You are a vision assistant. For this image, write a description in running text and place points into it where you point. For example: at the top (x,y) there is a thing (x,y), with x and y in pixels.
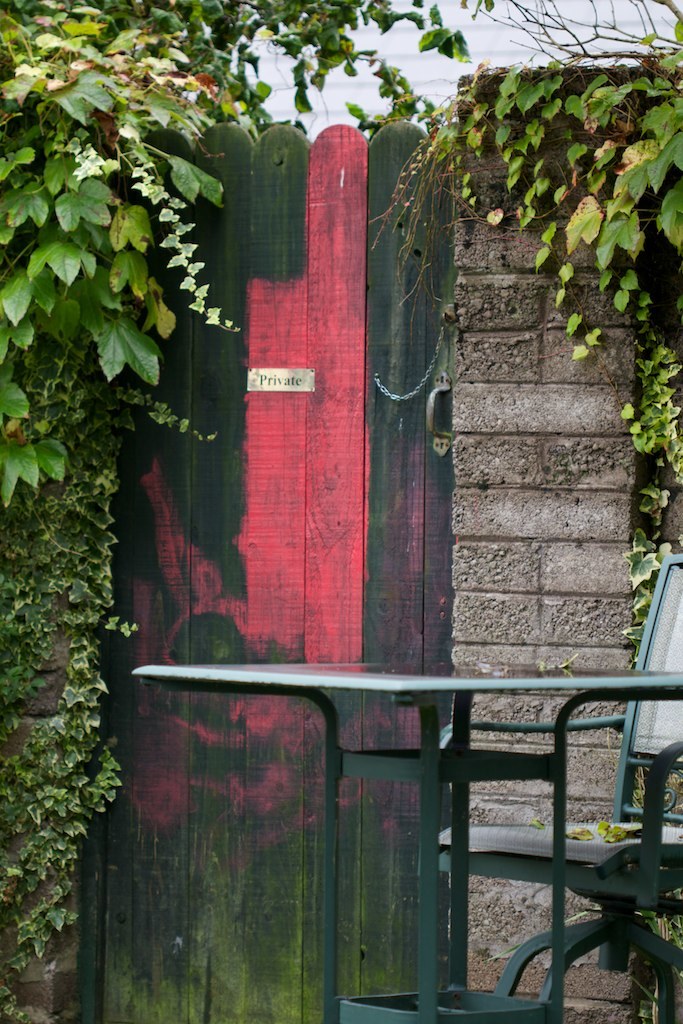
In this picture we can see a door (424,392), chain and a door handle (448,433). There are few plants (8,339) on the left (100,211) and right side of the image (675,211). A chair (645,896) and a table (639,676) is visible on the right side (457,898).
